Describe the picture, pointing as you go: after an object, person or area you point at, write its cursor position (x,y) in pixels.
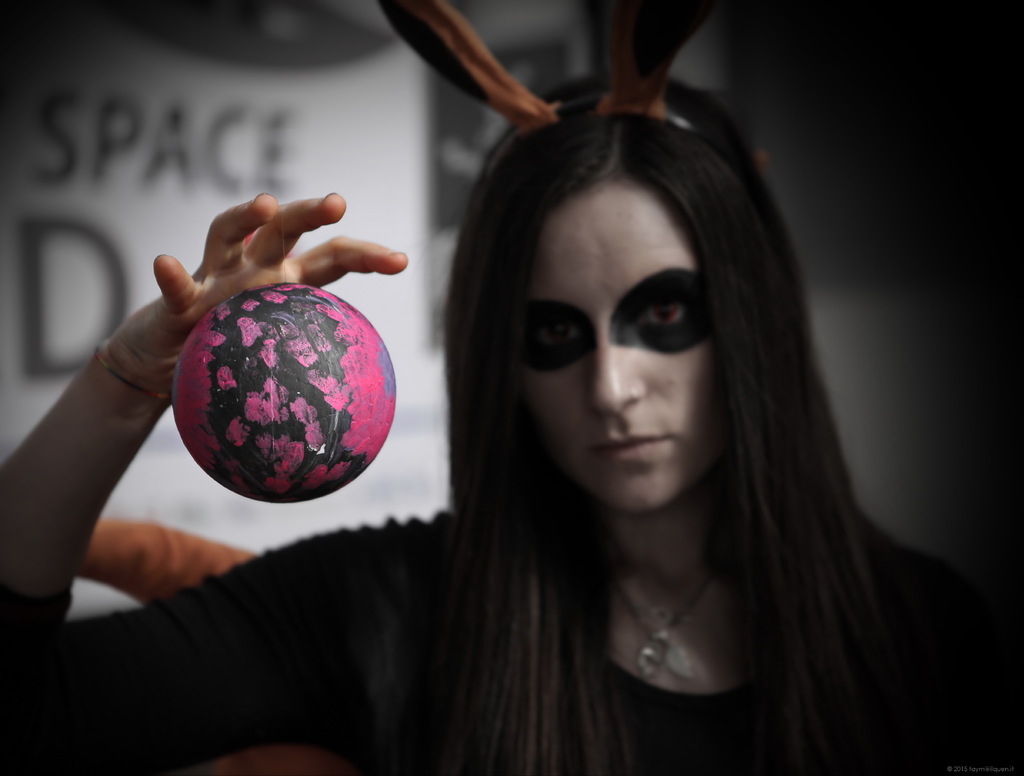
In this picture I can see a woman (570,426), the woman (424,562) is wearing black color dress (361,673). Here I can see a round object (286,391). In the background (242,83) I can see a wall (876,249) and white color object (237,160) on which something written on it.
